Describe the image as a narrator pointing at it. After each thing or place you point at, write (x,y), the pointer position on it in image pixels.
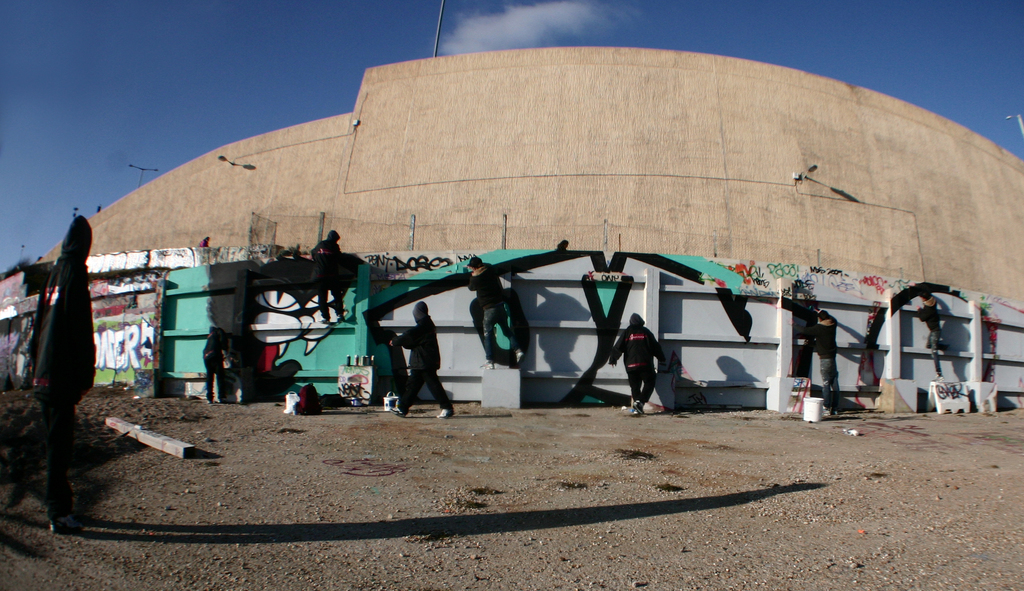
Here in this picture we can see a group of people (416,369) in black colored dress (435,377), standing and walking on the ground (223,408) over there and we can see some are painting the wall (194,326) with graffiti (285,335) and above that we can see light posts (150,169) all over there and we can also see clouds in the sky (971,121).
